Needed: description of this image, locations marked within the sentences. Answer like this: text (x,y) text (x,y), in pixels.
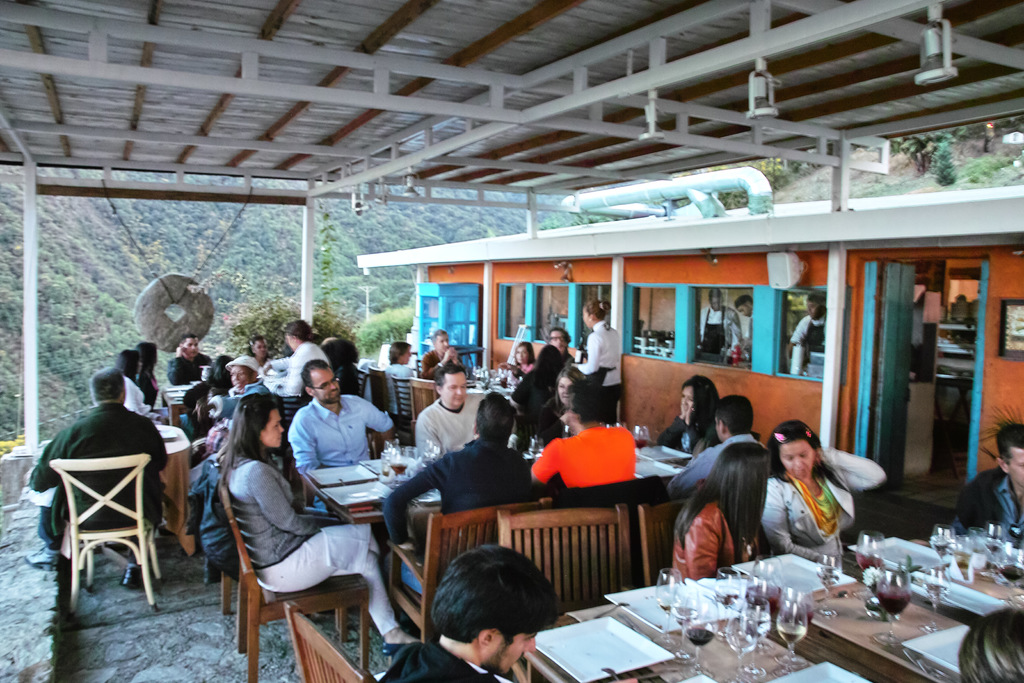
In this picture we can see a group of people (547,403) sitting on chair (488,521) and in front of them there is table (814,561) and on table (890,618) we can see glasses (714,634), tray (614,626) and on right side (722,342) we can see windows (659,302) and people (704,331) inside and in the background (483,236) we can see hills (250,240) with trees (349,240), pipes (703,216).
